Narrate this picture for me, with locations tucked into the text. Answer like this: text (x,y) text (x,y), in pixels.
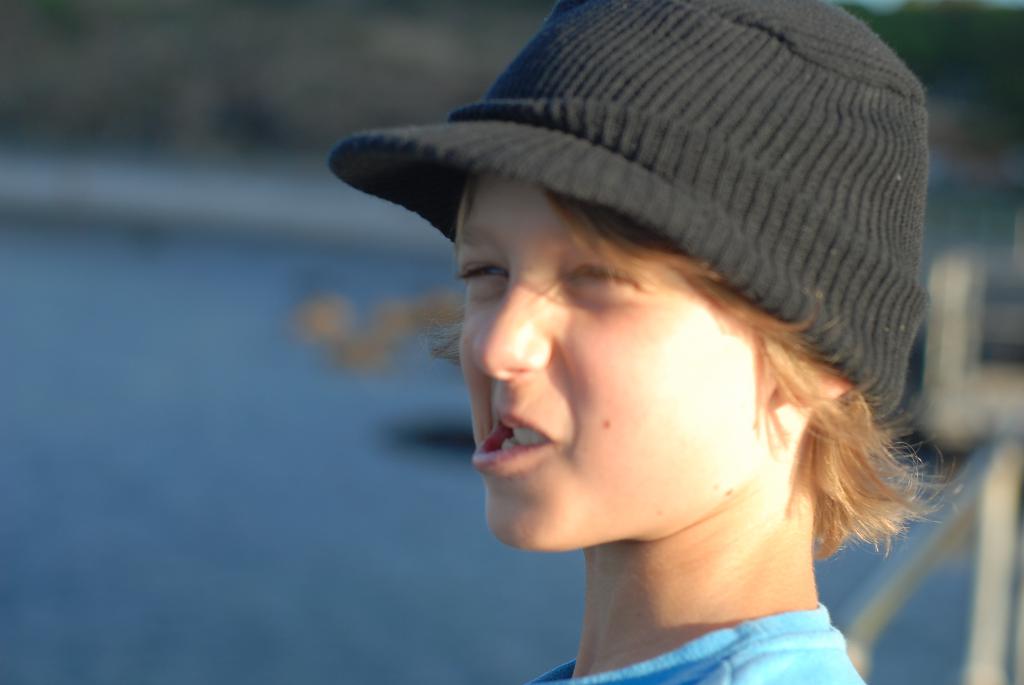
In the middle of the image (636,359) a boy (601,665) is standing and squinting. Behind him there is water (5,343). Background of the image is blur.
